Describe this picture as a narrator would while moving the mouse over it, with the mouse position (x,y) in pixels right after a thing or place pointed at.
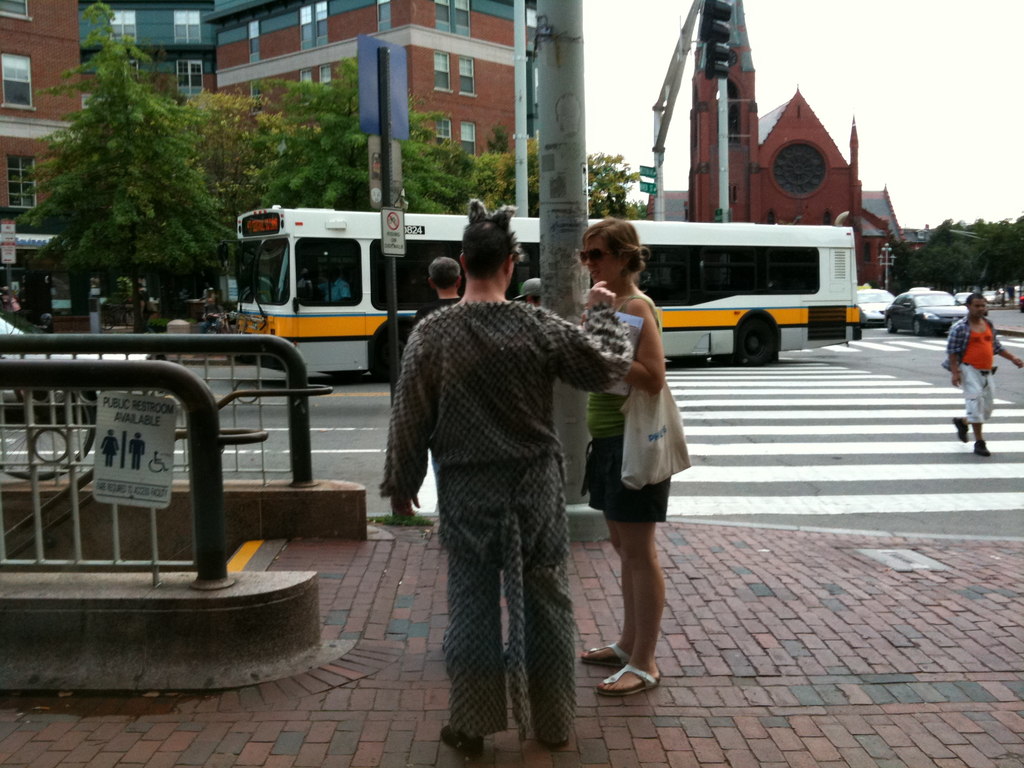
In this image, we can see some people (666,492) standing on the path (321,574), we can see the road (778,498), there is a zebra crossing (780,456) on the road (781,396), we can see a bus (318,268) on the road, there are some cars (900,303) on the right side of the image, we can see some buildings (287,74) and there are some green trees (101,74), we can see the poles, at the top (942,27) there is a sky (928,27).
